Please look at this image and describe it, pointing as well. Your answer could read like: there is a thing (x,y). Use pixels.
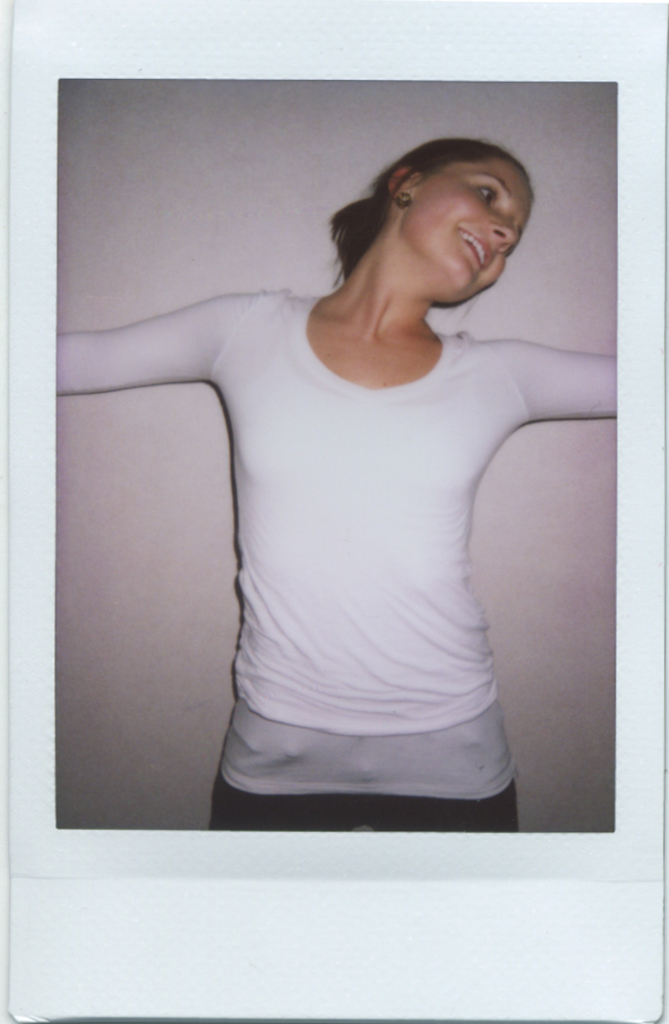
This is a photograph. In the photo we can see a woman (316,431) is standing and behind her we can see the wall (264,237).
